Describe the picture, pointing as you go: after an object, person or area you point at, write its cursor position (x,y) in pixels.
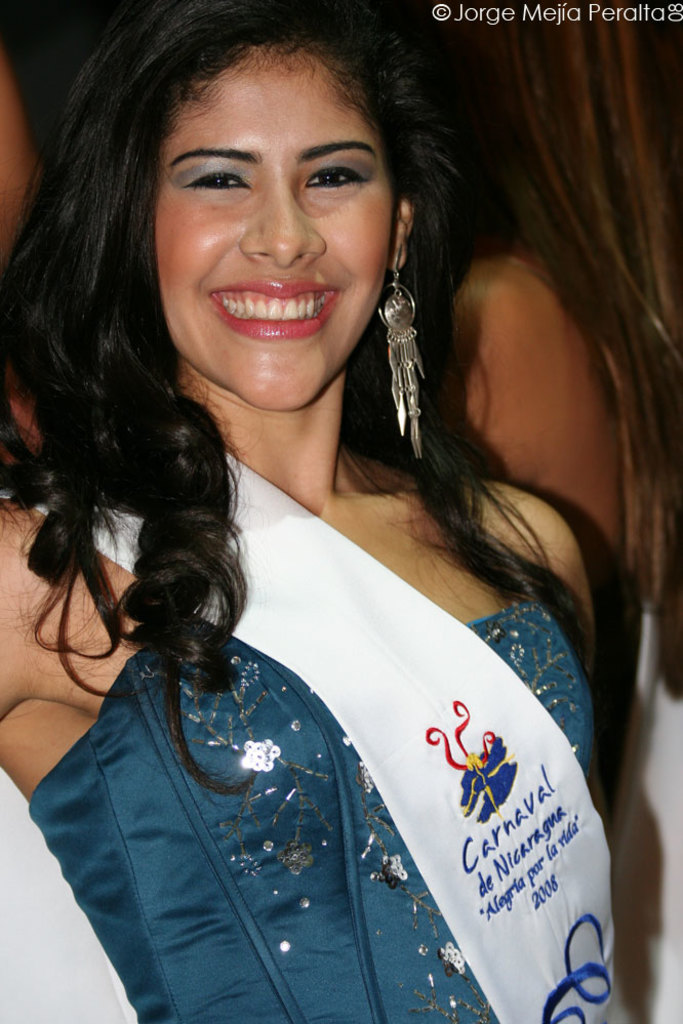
In this image I can see women (259,349). She is wearing blue color dress (325,925) and a white cloth (496,832).
